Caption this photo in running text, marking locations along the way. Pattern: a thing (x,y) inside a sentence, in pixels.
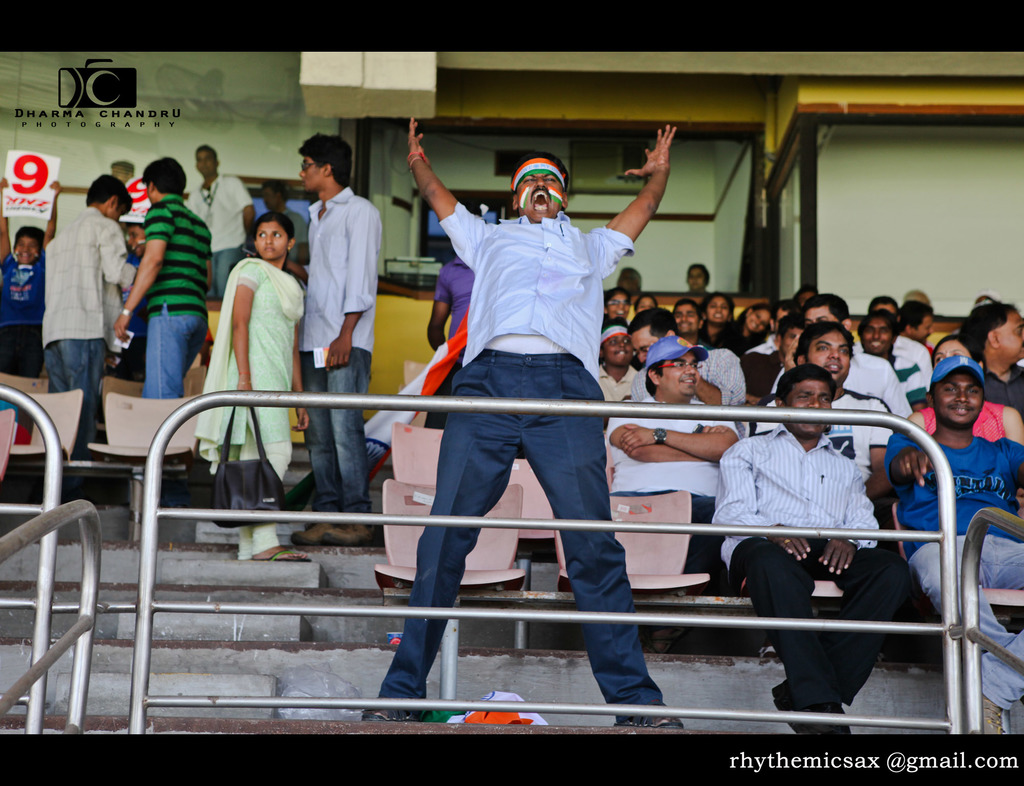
In this picture we can see the people (192,215). Few people (800,382) are sitting on the chairs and few people (639,232) are standing. We can see stairs (236,638), chairs (196,390), objects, railings (575,705). At the bottom portion of the picture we can see flag (426,716). On the left side of the picture (29,218) we can see people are holding boards (20,207). In the bottom right corner of the picture (990,756) we can see watermark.
